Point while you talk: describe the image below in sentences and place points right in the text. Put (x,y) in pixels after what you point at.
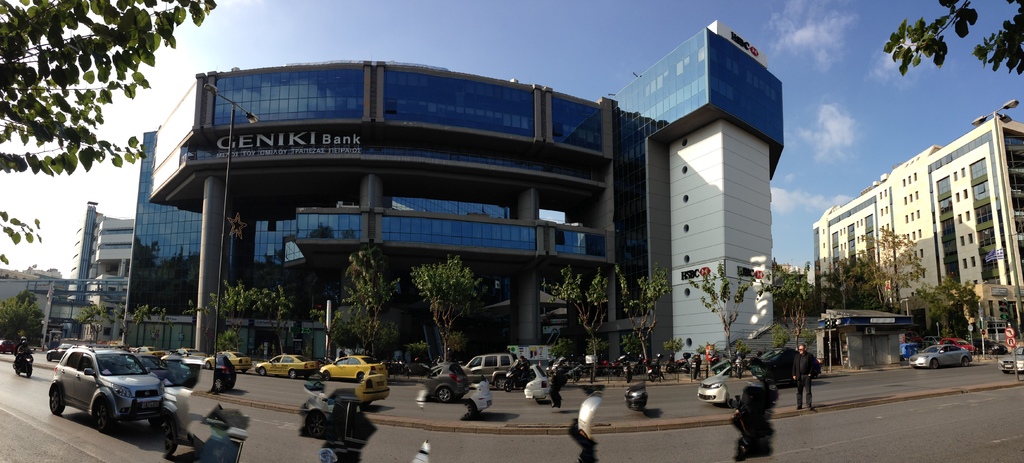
In this image we can see few vehicles (69,381) on the road (270,414), a person (800,402) standing on the divider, there are street lights (234,114), a pole (1013,348) with sign boards (1011,345), few trees (890,264), buildings (972,239), a building (298,143) with text (258,141) and the sky (451,33) with clouds (836,108) in the background (470,22).
